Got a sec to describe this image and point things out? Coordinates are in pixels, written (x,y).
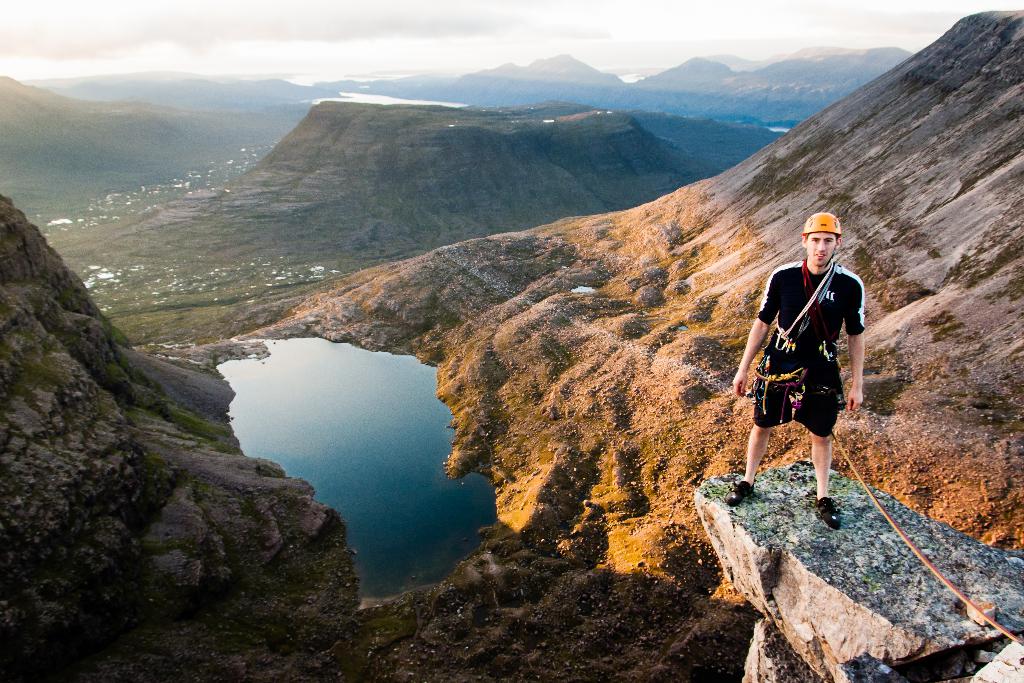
As we can see in the image there are hills (307,587), water (359,398), a person (817,400) wearing helmet (826,221) and black color dress (815,343). At the top (684,13) there is sky (579,13).
